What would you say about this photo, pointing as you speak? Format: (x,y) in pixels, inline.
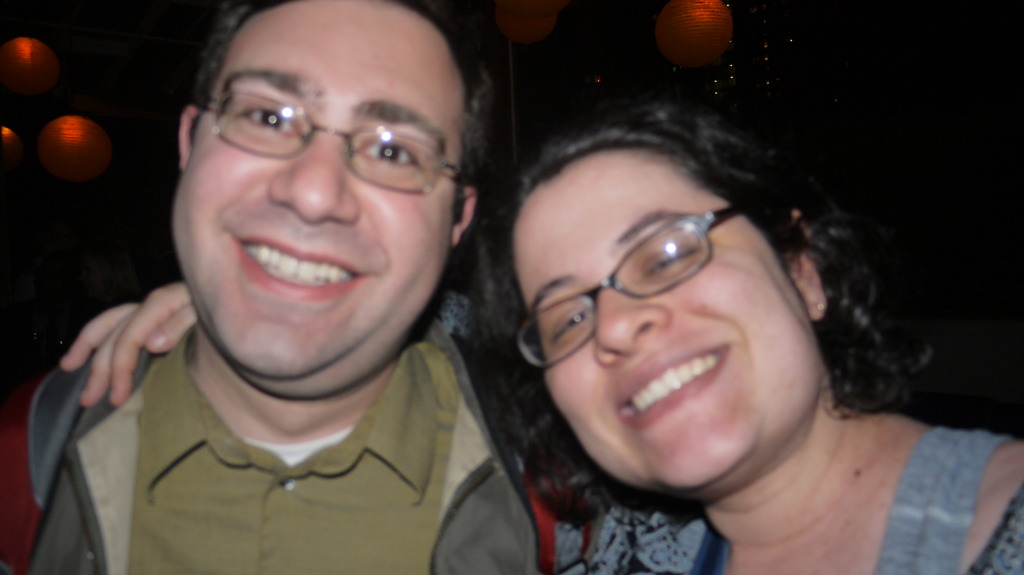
In this image we can see two people (584,502) smiling and posing for a photo and in the background (714,93), we can see some lights (104,123).
